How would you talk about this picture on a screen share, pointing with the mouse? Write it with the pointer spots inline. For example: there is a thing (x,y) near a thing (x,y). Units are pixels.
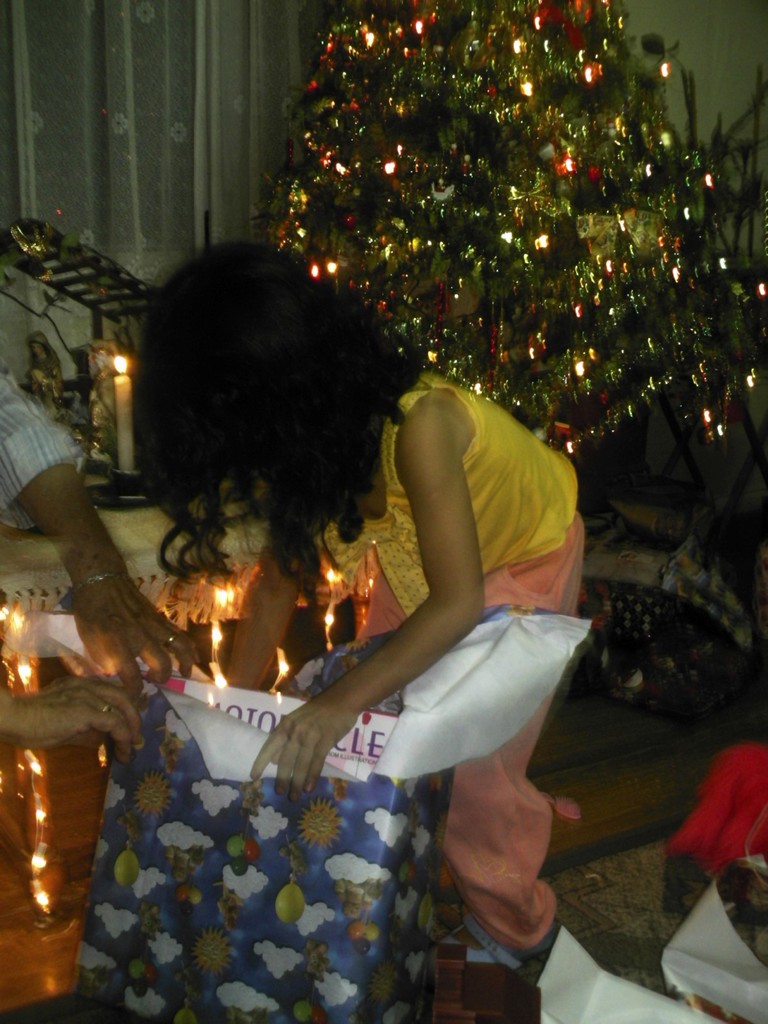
In the foreground of this image (464,671), there is a girl (377,513) holding and opening a gift (318,916). On the left (88,538), there are hands (50,701) of a person (81,628). In the background (555,229), there is a x mas tree (530,230), a candle (119,414) and few sculptures (109,407) on the table (119,530), we can also see the floor (635,794), carpet (638,907), wall (717,38) and the curtain (161,108).
